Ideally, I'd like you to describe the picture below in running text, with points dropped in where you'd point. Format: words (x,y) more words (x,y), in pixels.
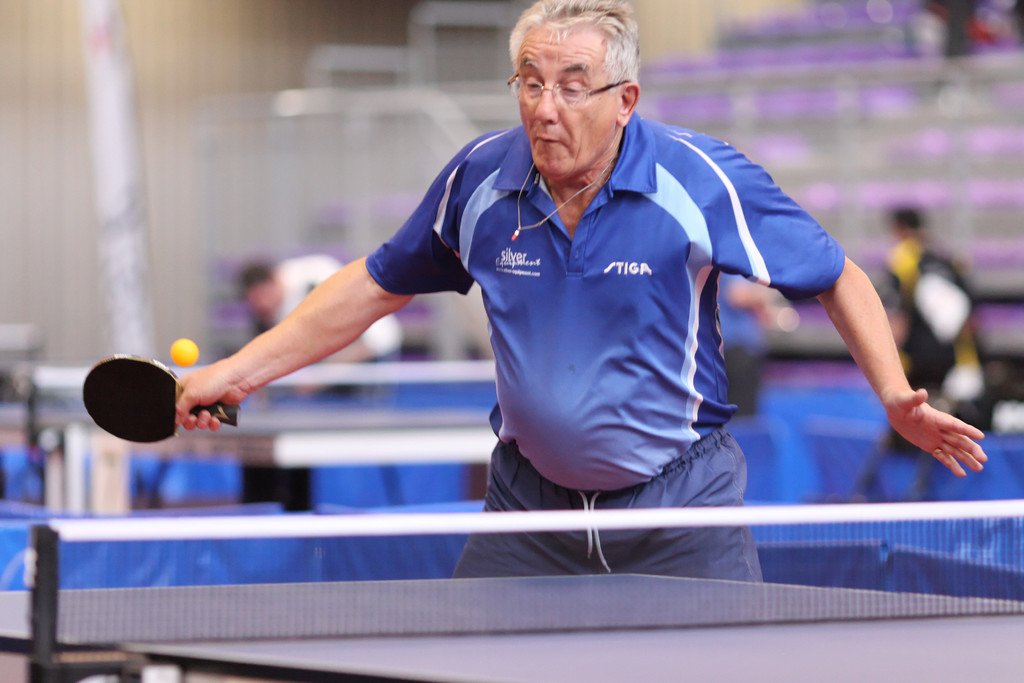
In this picture we can see an old man (468,277) playing table tennis with someone.
